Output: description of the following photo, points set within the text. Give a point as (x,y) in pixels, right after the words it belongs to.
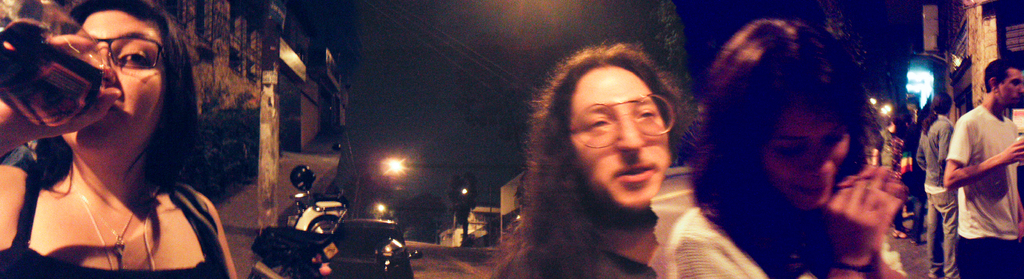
This is the picture of a road (438,256). On the left side of the image (216,260) there is a woman (191,151) standing and holding the bottle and there are buildings (203,19) and vehicles (295,253) and there is a pole (262,205) on the footpath (281,211). In the middle of the image (575,93) there are two persons (576,239) and there are buildings (473,245) and there is a tree (466,235) and pole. On the right side of the image (881,135) there are group of people (935,213) standing and there are buildings (965,87). At the top (443,35) there is sky (376,33). At the bottom (448,265) there is a road (449,262).
